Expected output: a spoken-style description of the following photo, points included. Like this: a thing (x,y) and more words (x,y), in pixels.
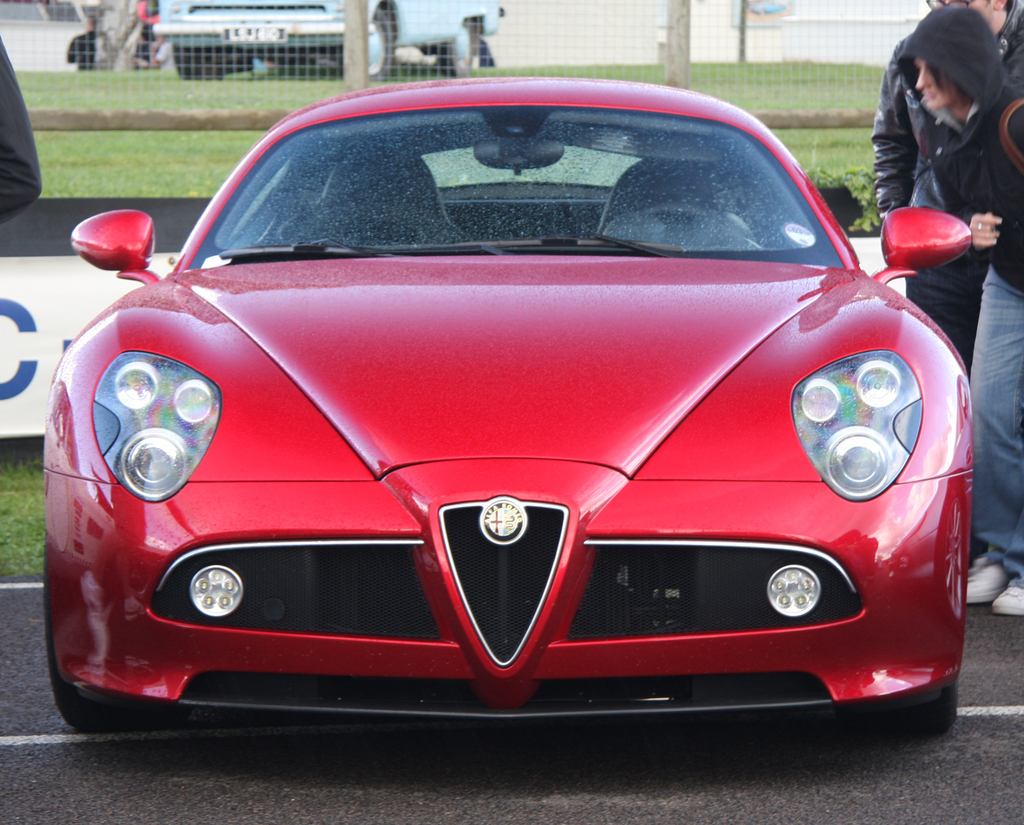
In this picture we can see a red car (241,302) on the road (297,717) and people (951,297) standing beside it.
